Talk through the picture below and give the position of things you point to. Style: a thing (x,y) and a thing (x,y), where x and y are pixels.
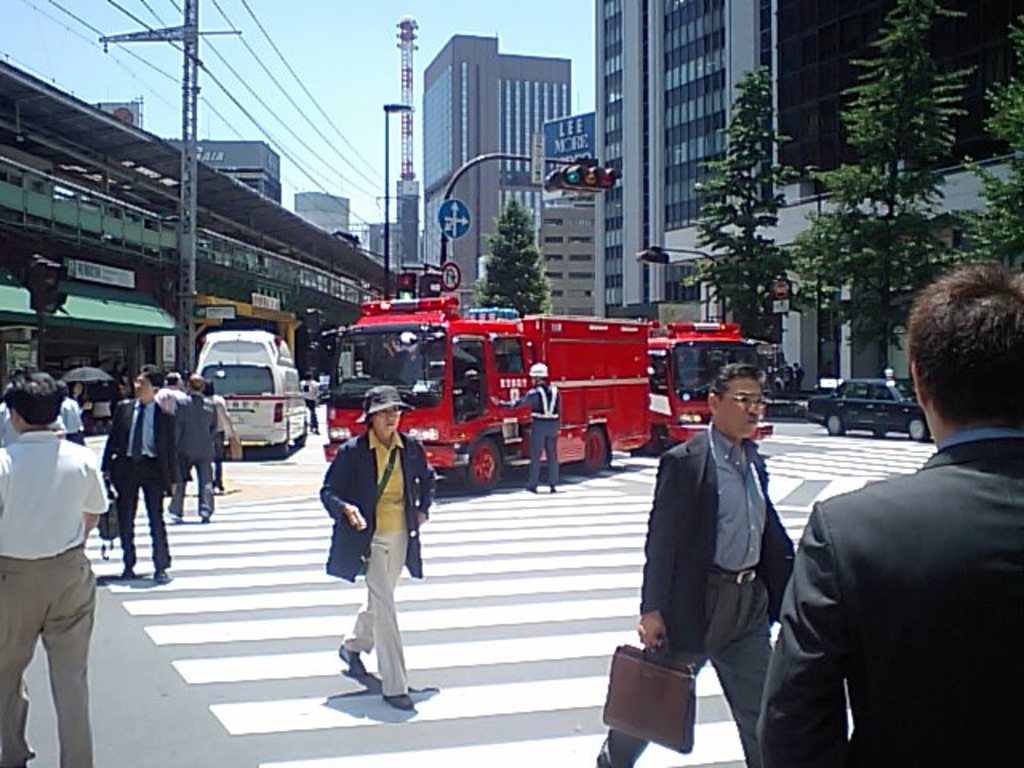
In this image we can see there are buildings (720,124), people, vehicles (374,371), trees (929,246), traffic lights (596,163) and poles (196,55). In the background (272,71) we can see the sky (254,78).
